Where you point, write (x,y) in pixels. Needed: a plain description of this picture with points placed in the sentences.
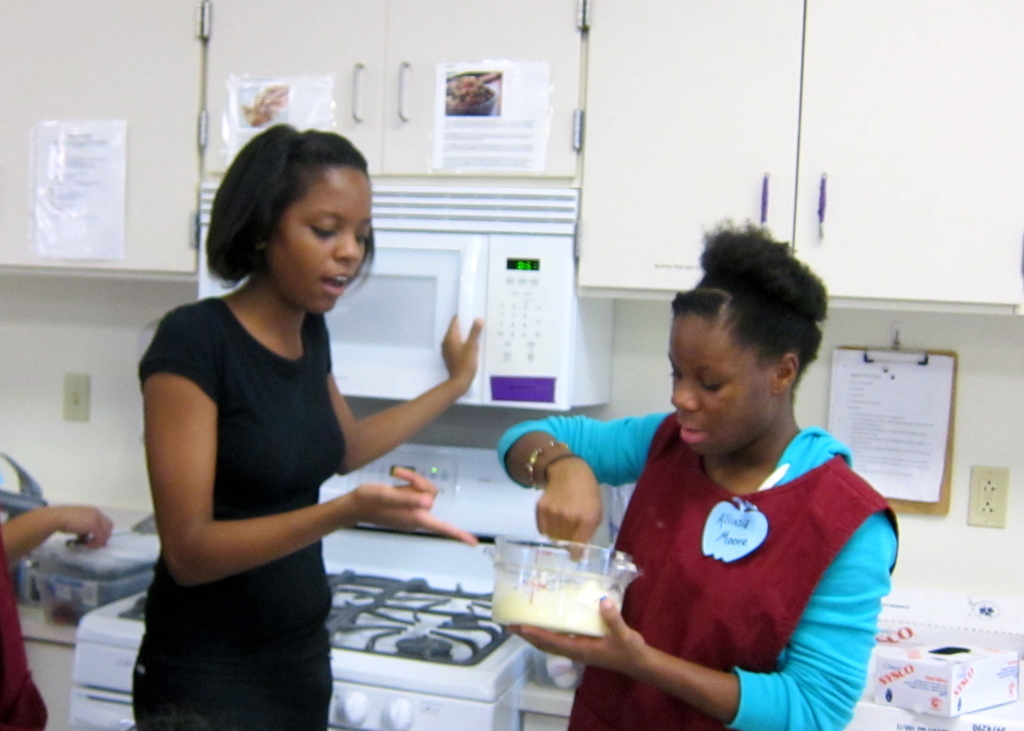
This image is taken indoors. In the background (104,377) there is a wall (111,361) and there are a few cupboards (647,111) with a few papers (103,145) on it. There is a text (473,133) on the papers (117,167). There is an oven (442,336) and there is a board (897,356) with a few papers (881,422) on it. There is a kitchen platform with a few things (956,650) on it and there is a stove (396,617). On the left side of the image (21,701) there is a person (45,509). In the middle of the image (663,416) two girls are standing and a girl (721,393) is holding a bowl (542,587) with dough (583,595) in it.
